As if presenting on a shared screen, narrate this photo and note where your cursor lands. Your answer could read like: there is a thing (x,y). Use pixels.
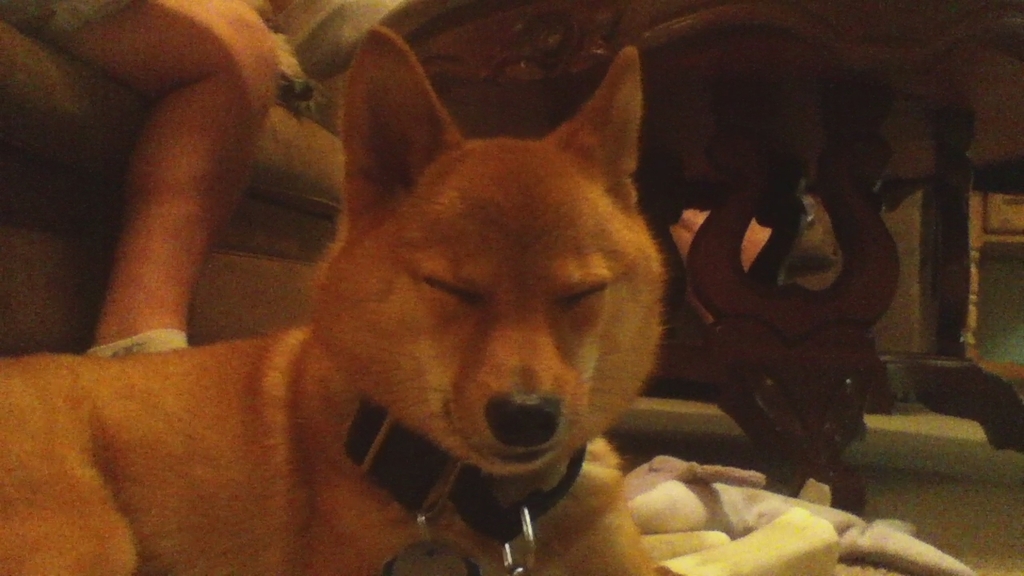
This picture seems to be clicked inside the room (514,391). In the foreground (495,391) there is an animal (253,484) seems to be sitting on the ground (988,525) and we can see there are some objects (787,496) lying on the ground (974,525). In the background (213,41) we can see a person (208,56) seems to be sitting on the couch (83,107) and we can see the wooden table (658,59), wall (884,339) and some objects (1006,230) in the background (972,245).
